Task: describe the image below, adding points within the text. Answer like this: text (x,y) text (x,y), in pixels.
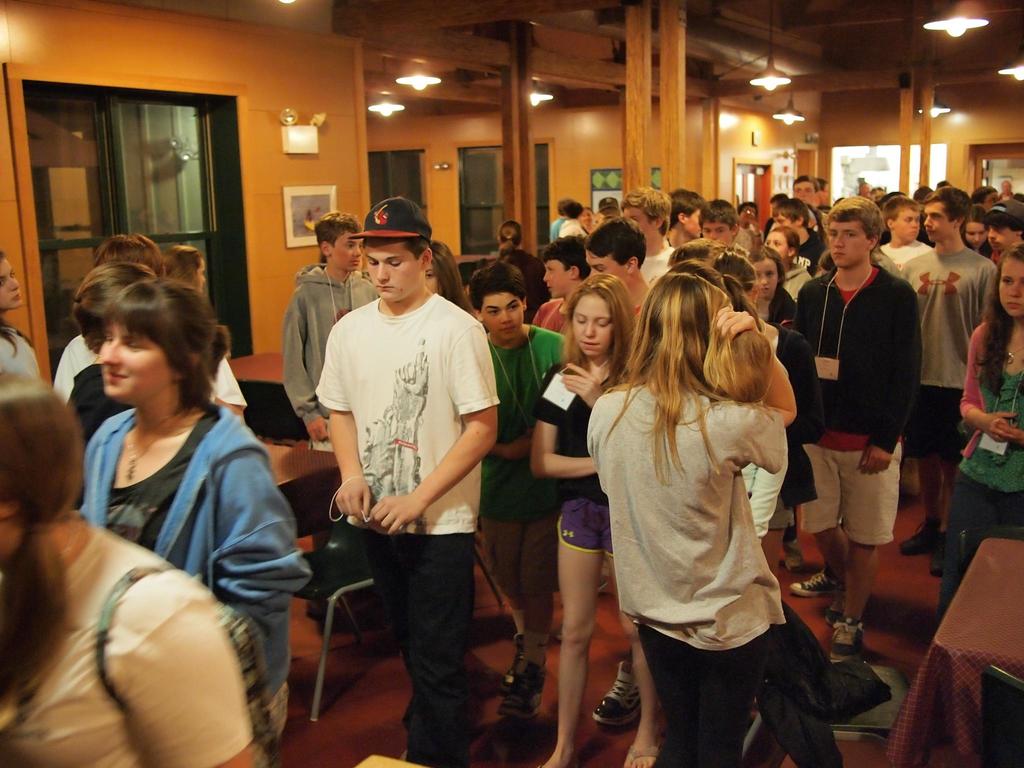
This is the picture taken in a room (332,25), there are group of people (486,389) standing on the floor (396,704). Behind the people (440,315) there is a glass window (167,185), wall (281,189) with photo (299,192) and pillar (630,157) and there are ceiling lights (427,80) on the top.
